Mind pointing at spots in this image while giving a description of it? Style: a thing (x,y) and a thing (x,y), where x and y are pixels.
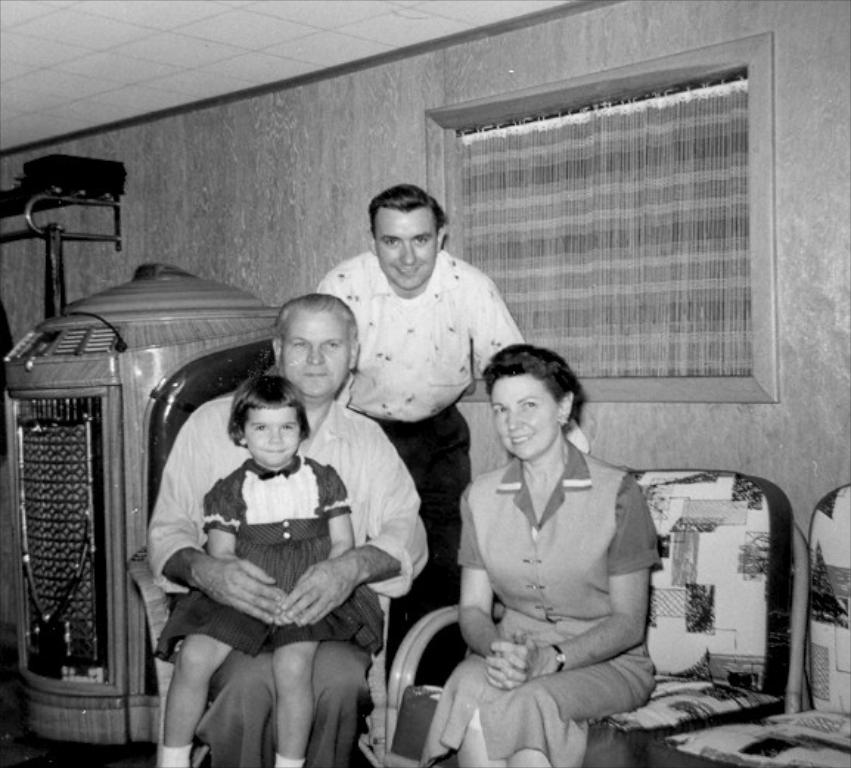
In this image we can see three people (330,615) sitting, behind them there is a man (419,332) standing and smiling. In the background (302,177) there is a wall (306,188) and a window (712,231). On the left (119,615) we can see an object (39,428). On the right (719,761) there are chairs (728,704).
